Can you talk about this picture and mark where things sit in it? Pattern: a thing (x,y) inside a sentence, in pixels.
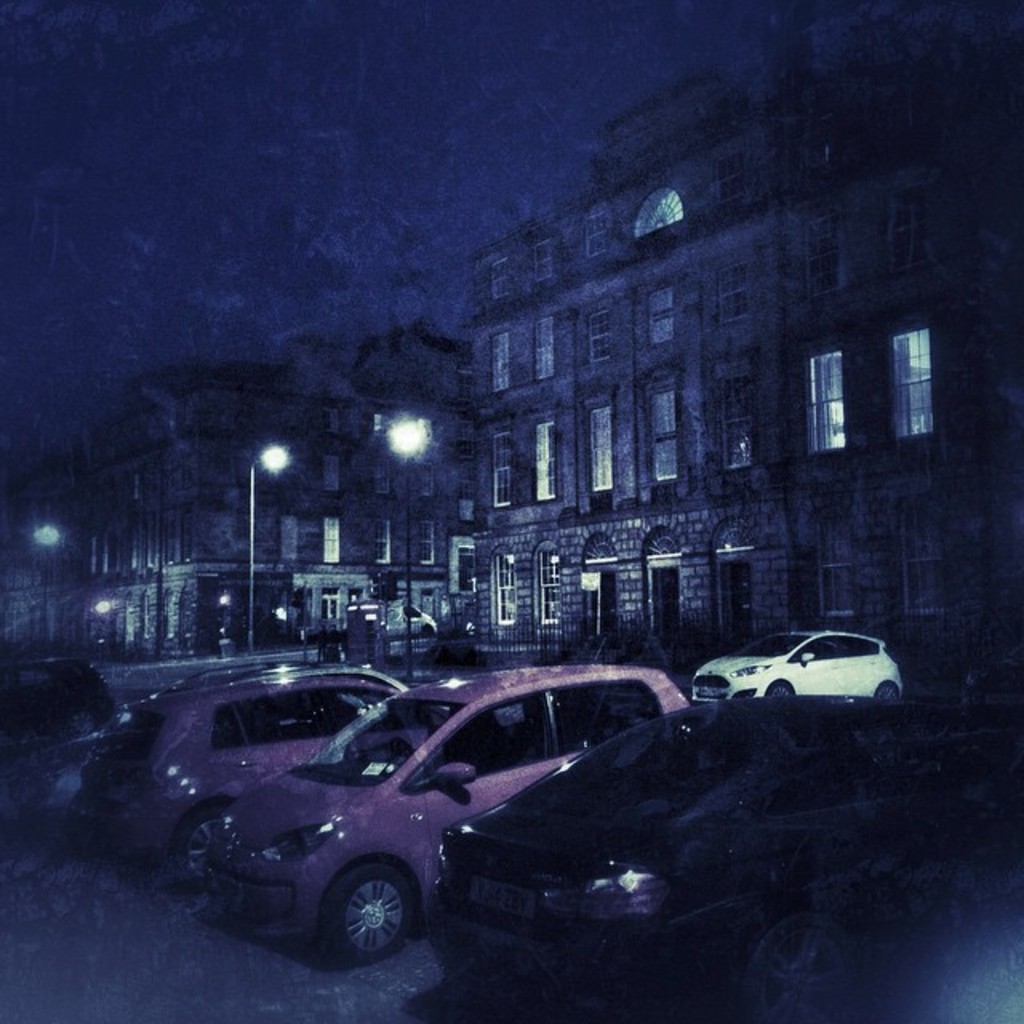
On the bottom (676,747) we can see cars (478,719) which are parked on the parking (489,980). Here we can see another car (799,688) which is in white color park near to the building (900,538). Here we can see street lights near to the road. On the top (487,107) we can see sky (380,95). Here we can see many windows (929,563) on the building (661,448).
